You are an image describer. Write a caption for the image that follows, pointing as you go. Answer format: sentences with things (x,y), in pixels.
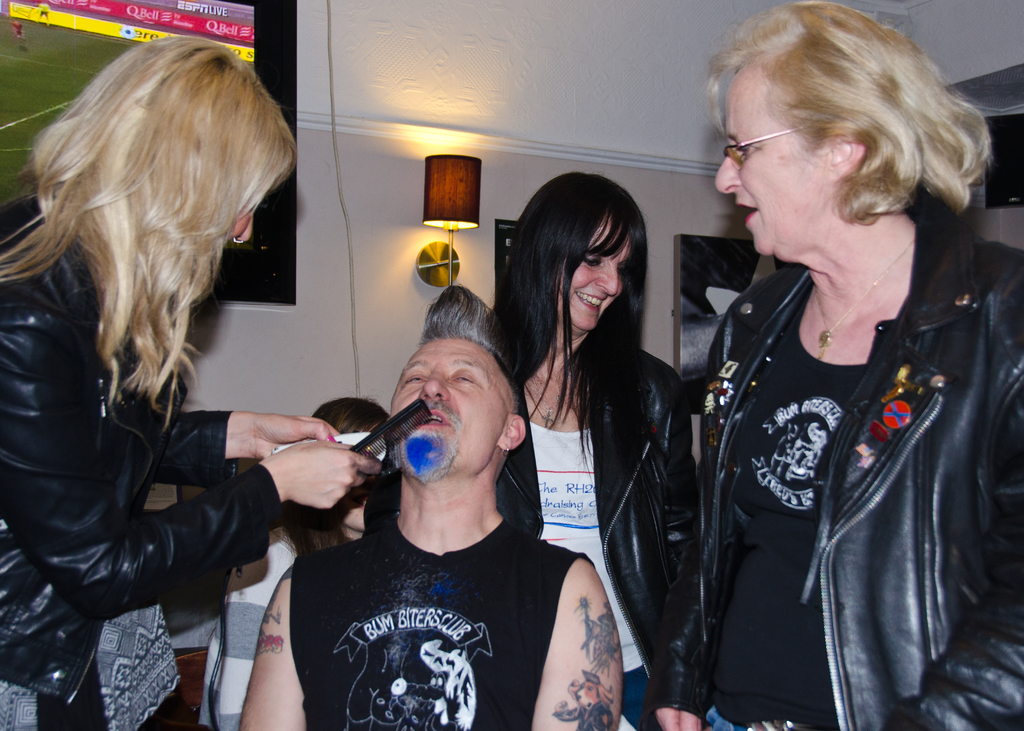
In this image I can see group of people (564,334). In front (496,515) the person (321,581) is sitting and wearing black color shirt (309,570) and the person (38,457) at left (218,525) is wearing black color jacket (26,454) and holding some object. Background (245,15) I can see the screen (101,32) attached to the wall (303,48) and I can also see the light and the wall (475,75) is in white color.
